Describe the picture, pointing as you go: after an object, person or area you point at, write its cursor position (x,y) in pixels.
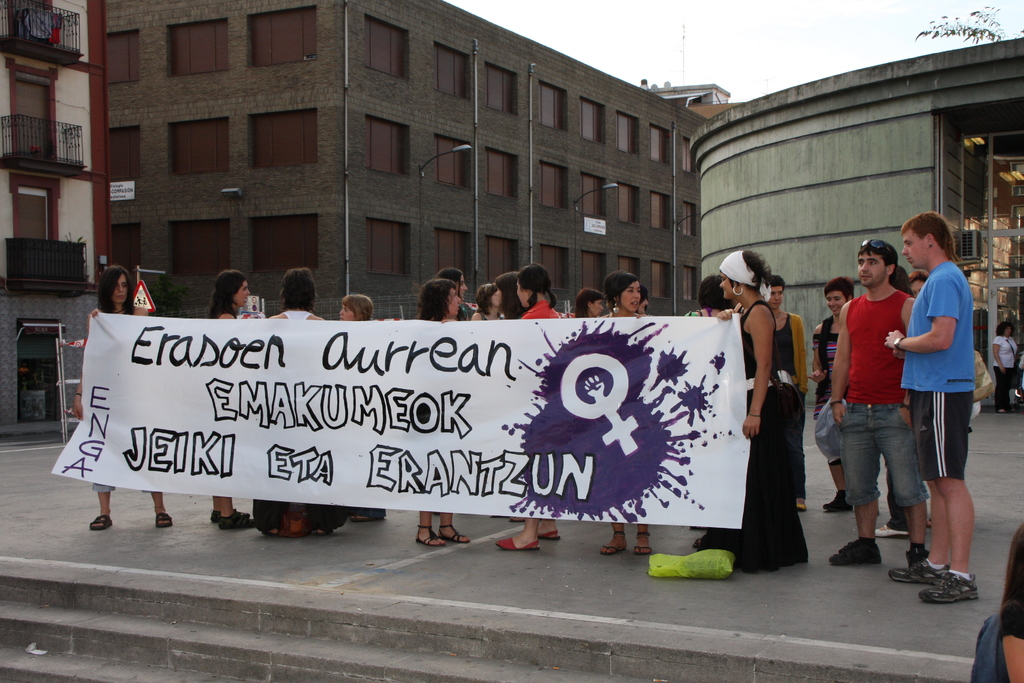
In this image we can see people (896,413) holding a banner (437,432). At the bottom (108,625) there are stairs (90,620) and we can see buildings (262,172). There are poles (532,109) and we can see a tree (938,37). In the background (775,55) there is sky (696,62).
